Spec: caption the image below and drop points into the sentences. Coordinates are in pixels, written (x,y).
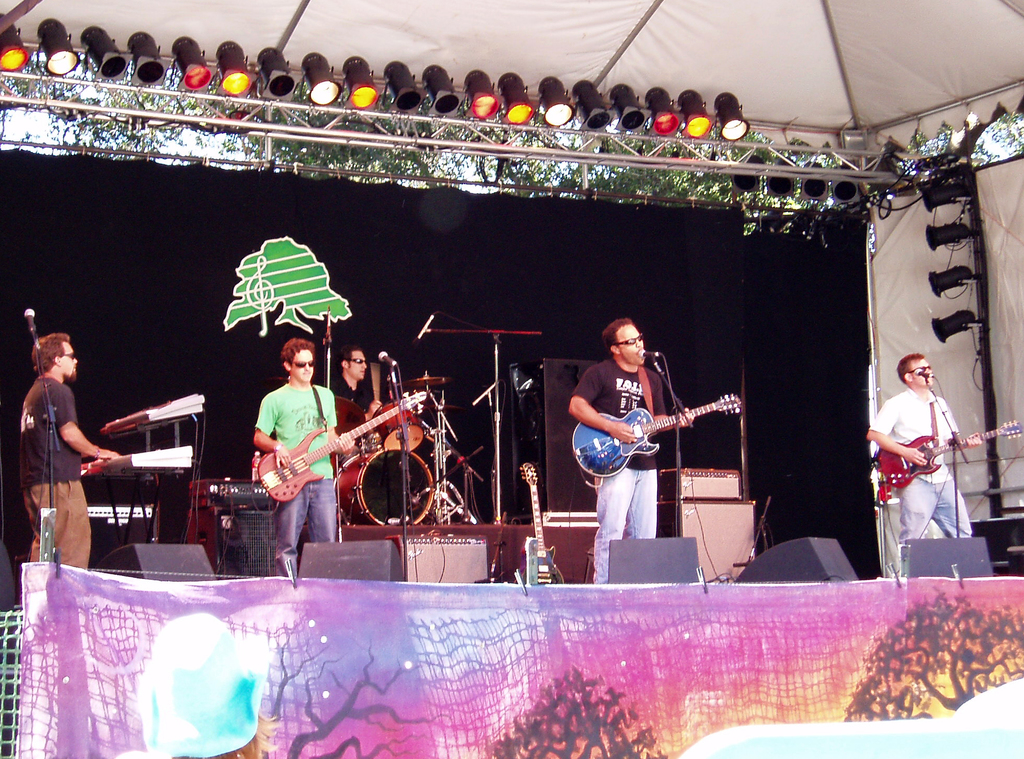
In this image in a stage (765,536) people (45,449) are playing musical instruments (915,444). Some of them are playing guitar (301,447). One person (68,430) on left (59,424) is playing keyboard (135,463). Behind one person (358,397) is playing drums (390,495). There are mics (30,334) in front of them. On the top (363,81) there are lights (698,103). There is a black background (194,234). There is a banner (90,695) here.
